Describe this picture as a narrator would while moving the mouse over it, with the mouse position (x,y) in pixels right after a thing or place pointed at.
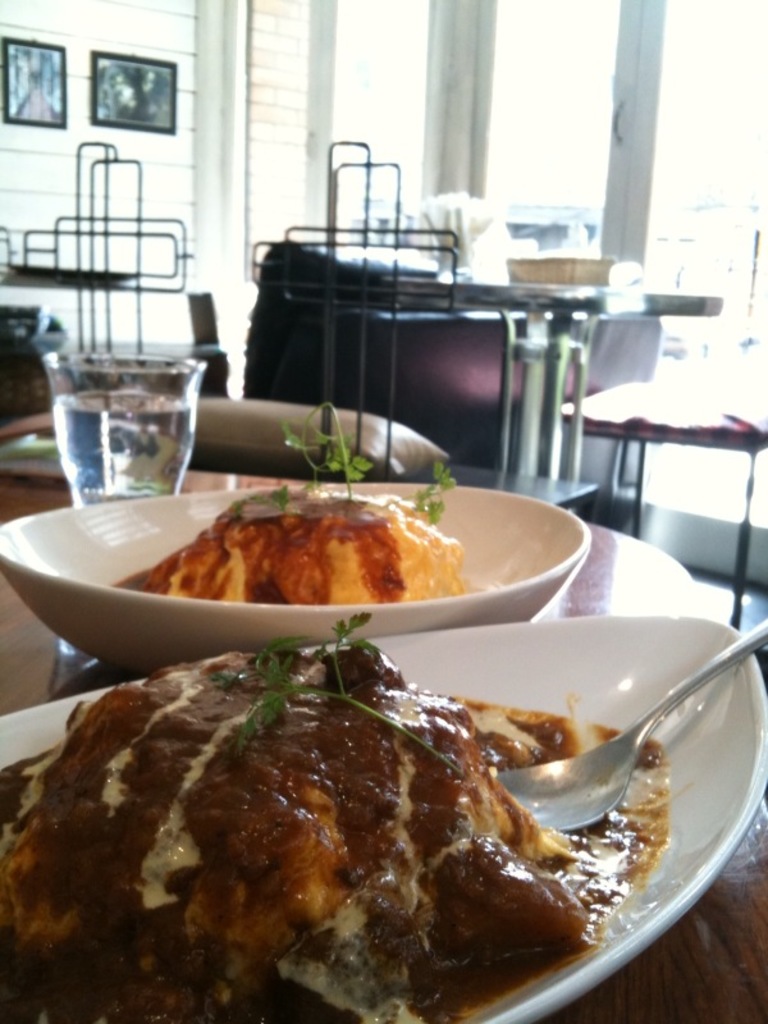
In this image there are food items (526,749) in the bowls (505,664) with a spoon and a glass of water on the table (756,937), and in the background (310,406) there are chairs (211,323), tables (539,361), frames (30,62) attached to the wall (17,209).
